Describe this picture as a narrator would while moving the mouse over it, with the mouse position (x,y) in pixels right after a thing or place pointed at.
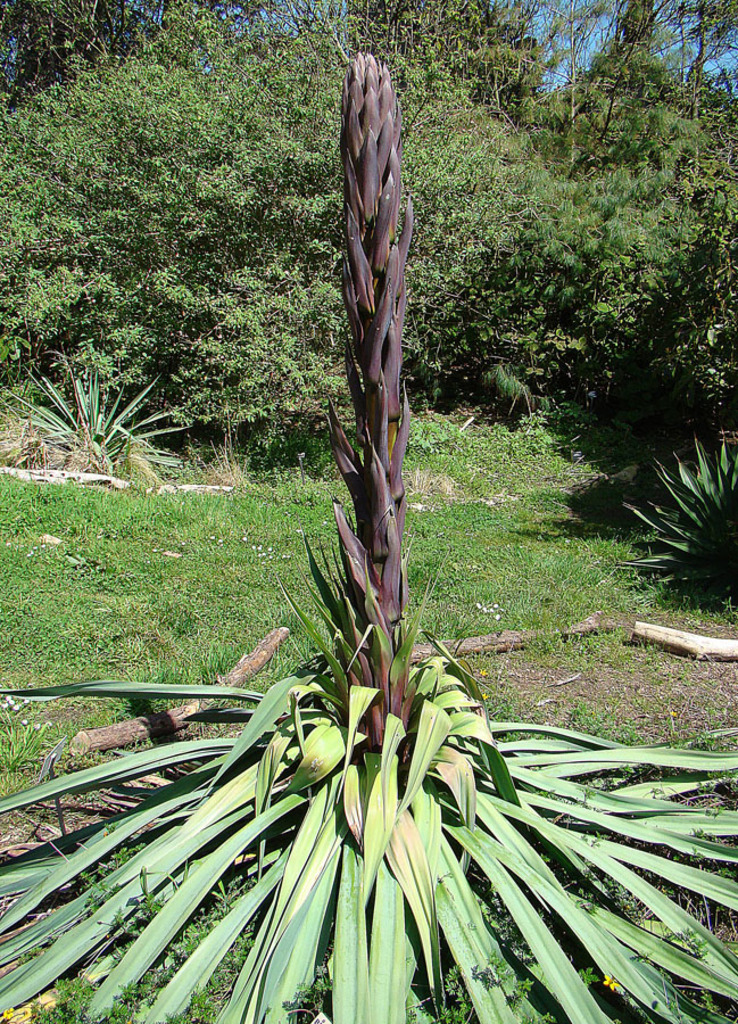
In this picture we can see a plant (377,846) in the front (366,721), in the background (331,93) there are some trees (183,101) and grass (112,496), we can see the sky (566,73) at the top of the picture (577,8).
